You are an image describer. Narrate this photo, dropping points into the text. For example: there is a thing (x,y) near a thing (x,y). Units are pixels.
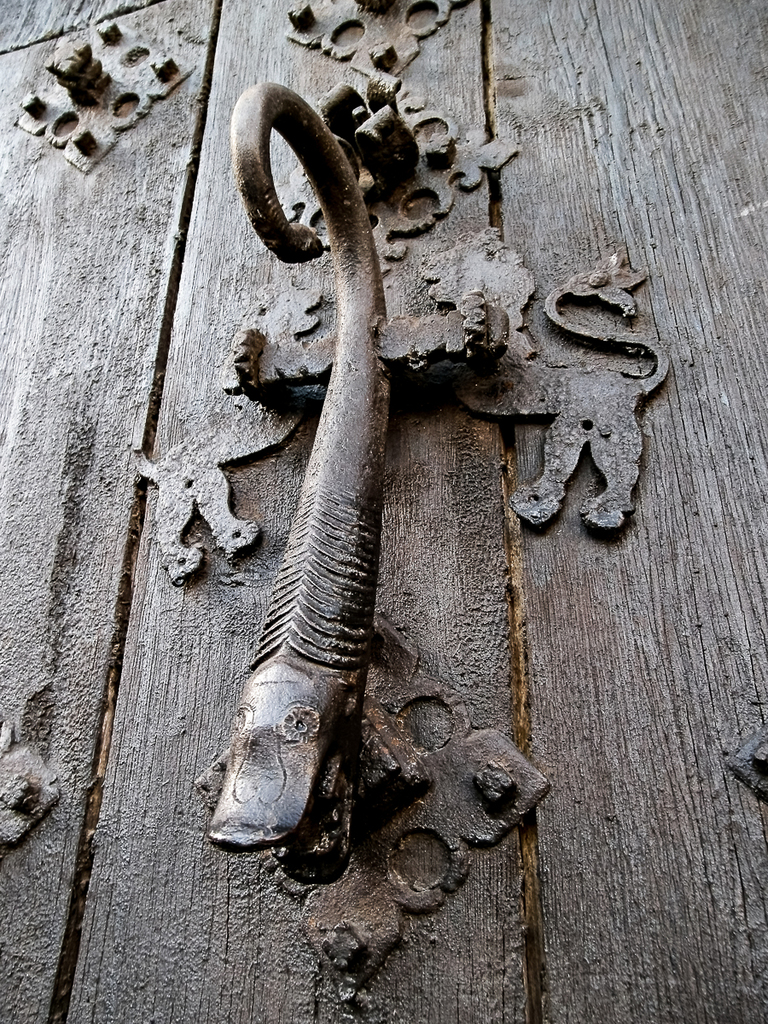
In this picture we can see some sculpture (397,655) to the wooden thing (218,703).
